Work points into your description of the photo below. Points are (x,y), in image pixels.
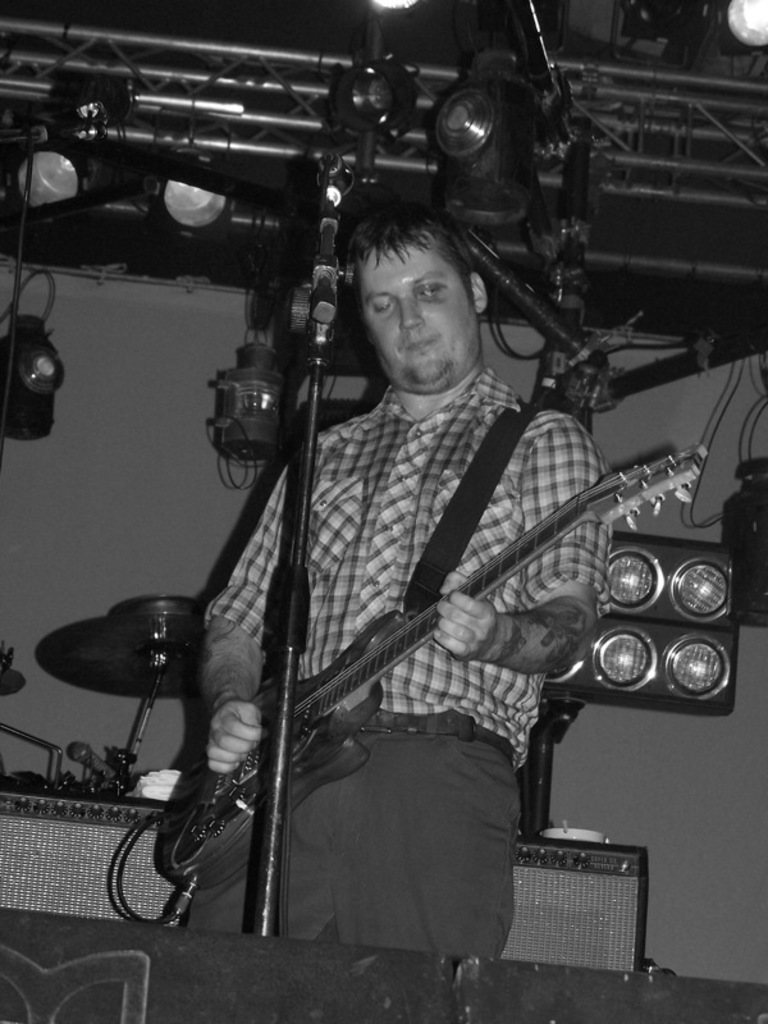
This picture is taken in a room (395,156). The picture is in black and white. There is a man (402,912) playing a guitar (183,802), he is wearing a check shirt (422,538) and trousers (453,771). In the background (523,156) there are group of lights (523,104), musical instrument (57,660) and amplifiers (116,823).
